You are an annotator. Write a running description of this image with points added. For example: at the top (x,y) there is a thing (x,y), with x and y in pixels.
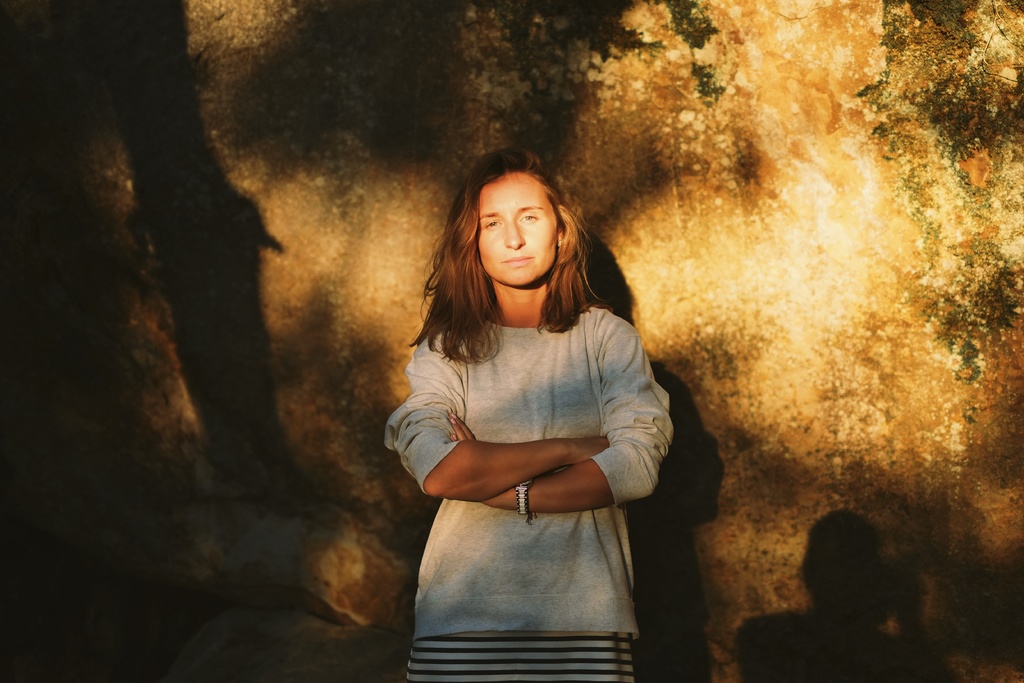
In this picture we can see a woman (454,654) standing and in the background (291,290) we can see wall (684,129).
